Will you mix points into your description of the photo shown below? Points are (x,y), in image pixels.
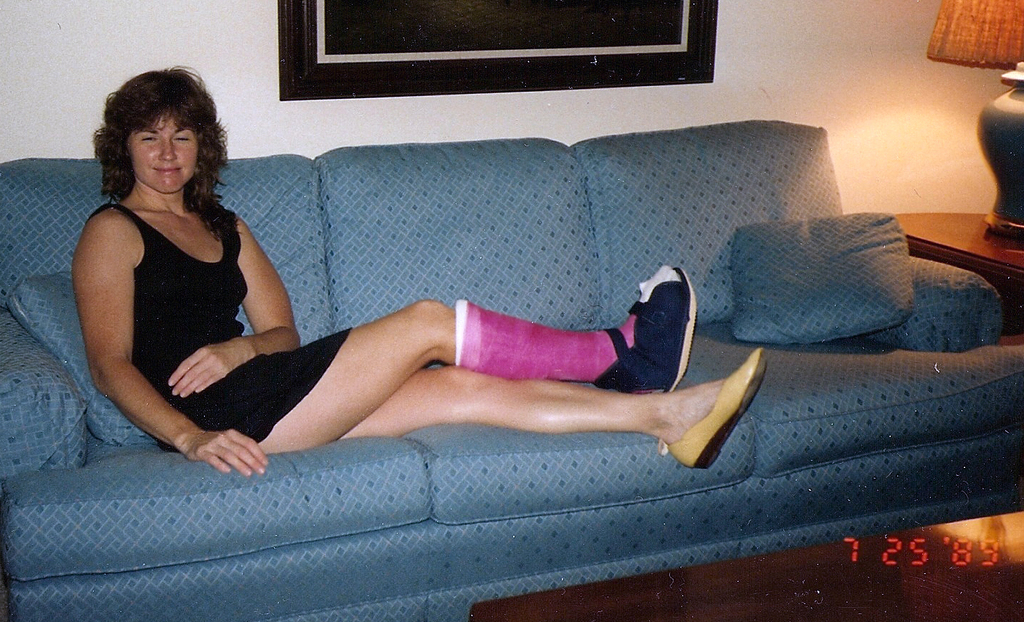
This picture is of inside. In the center (432,335) there is a woman (182,242) wearing a black color dress (219,300) and sitting on the couch (357,479). On the right (997,135) there is a lamp (1014,171) placed on the top of the table (1009,268). In the background (842,20) we can see a wall (780,46) and a picture frame (610,45) hanging on the wall (35,141).
